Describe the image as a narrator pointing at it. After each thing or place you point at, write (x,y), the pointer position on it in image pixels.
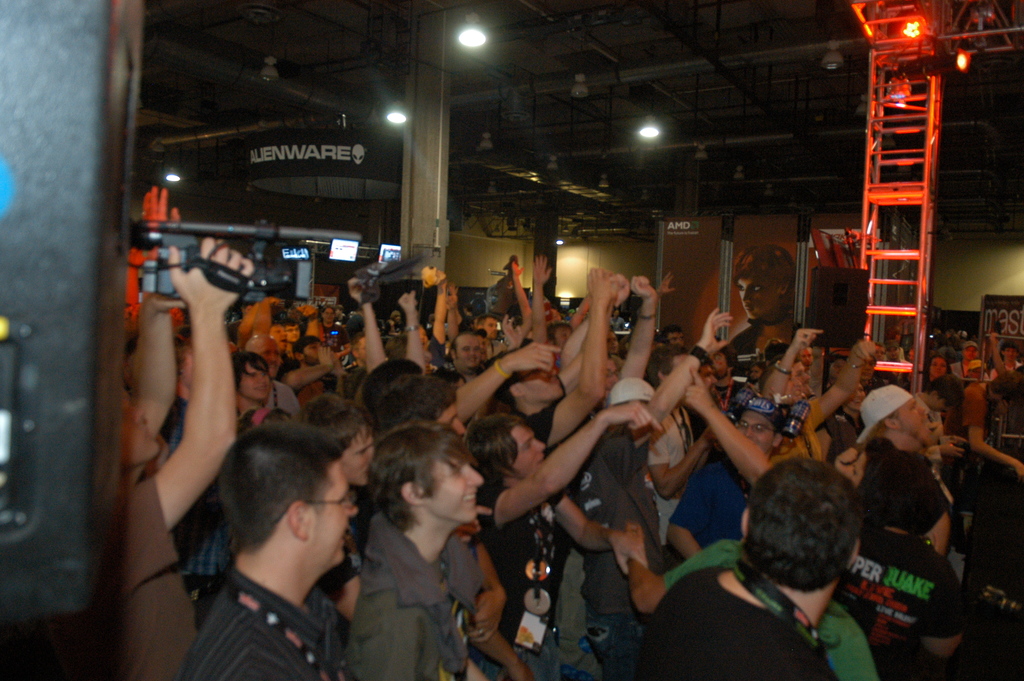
In this image I can see crowd (555,335) visible in the foreground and I can see a person (216,257) holding a camera (259,298) on the left side (198,324) in the middle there are some lights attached to the roof (764,58), there might be the ladder (905,106) visible on the right side (882,362), and there is the wall (464,257) visible in the middle (475,268).
